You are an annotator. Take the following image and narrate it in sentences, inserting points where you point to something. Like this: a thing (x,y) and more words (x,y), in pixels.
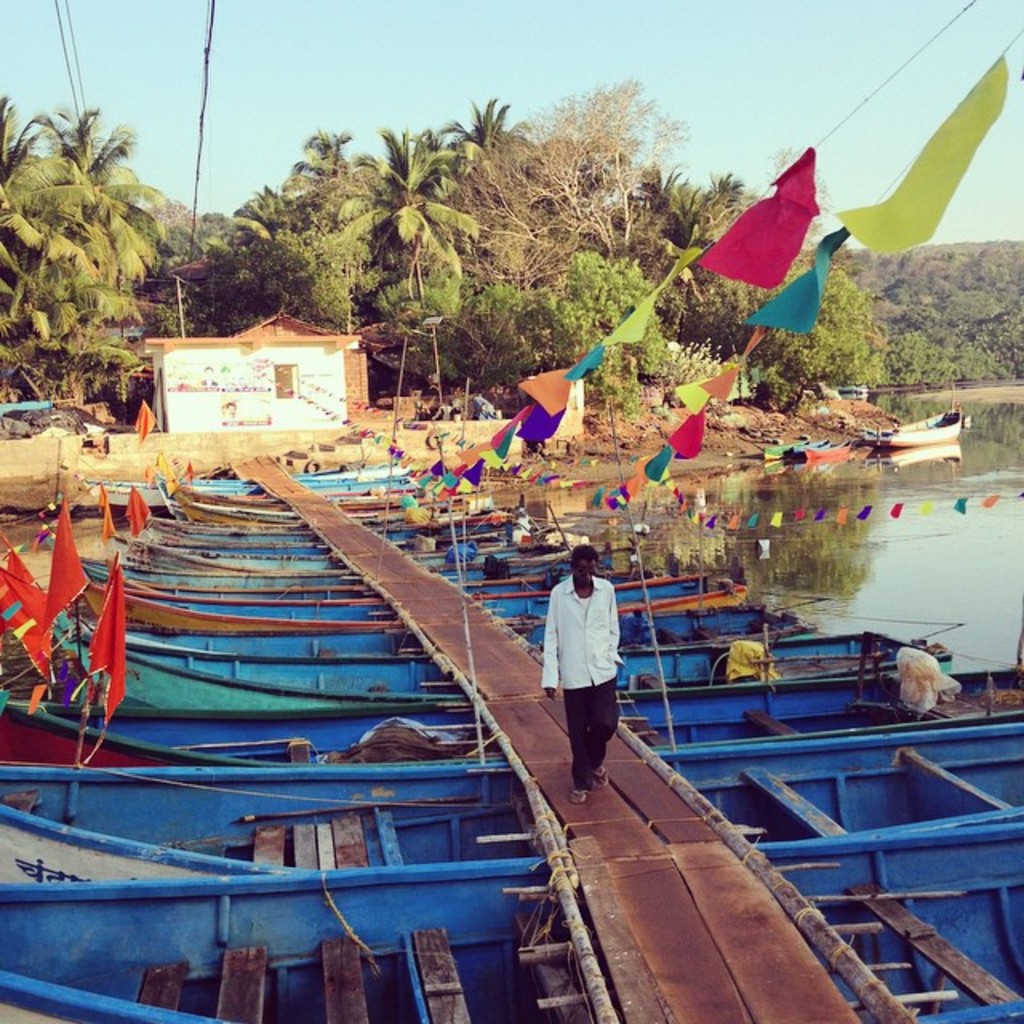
In this I can see few blue colored boats (250,780). Middle I can see wooden path (633,869) and person (571,697) is walking. Back I can see trees (479,249), house (315,381), colorful flags (828,239) and water (908,577). The sky (418,95) is in blue and white color.
